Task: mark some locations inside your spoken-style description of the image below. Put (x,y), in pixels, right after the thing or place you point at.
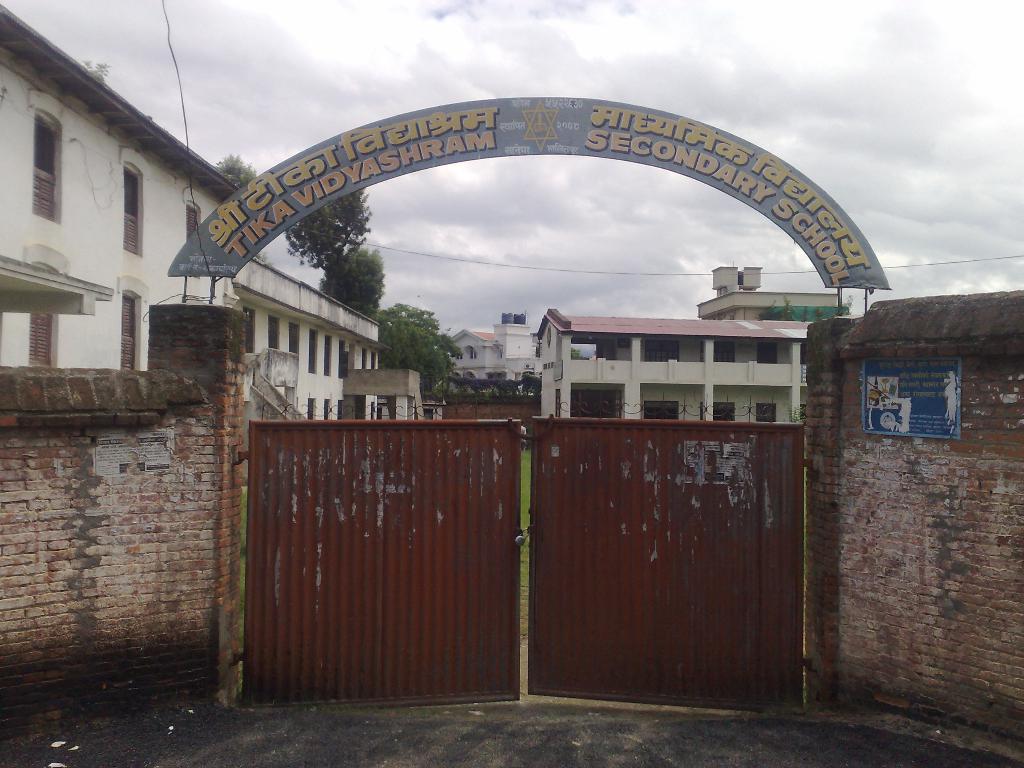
In this picture there is a gate (596,665) and an arch (450,138) over it. There is a building (570,348), tree (417,329) in the background (481,345). Sky (482,76) is cloudy.
